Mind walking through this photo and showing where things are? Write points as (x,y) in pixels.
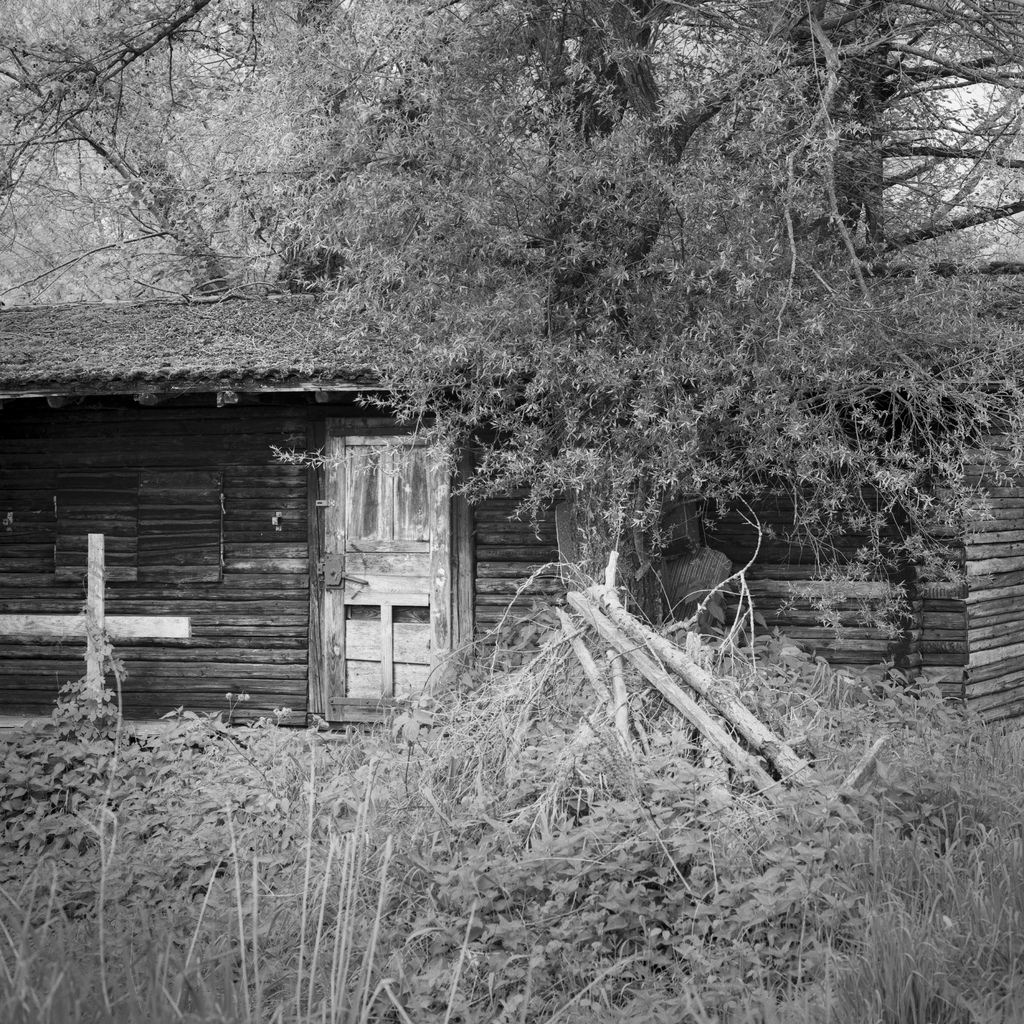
This is a black and white picture. Here we can see plants (558,955), trees (463,406), hut (270,479), and a door (355,551).
